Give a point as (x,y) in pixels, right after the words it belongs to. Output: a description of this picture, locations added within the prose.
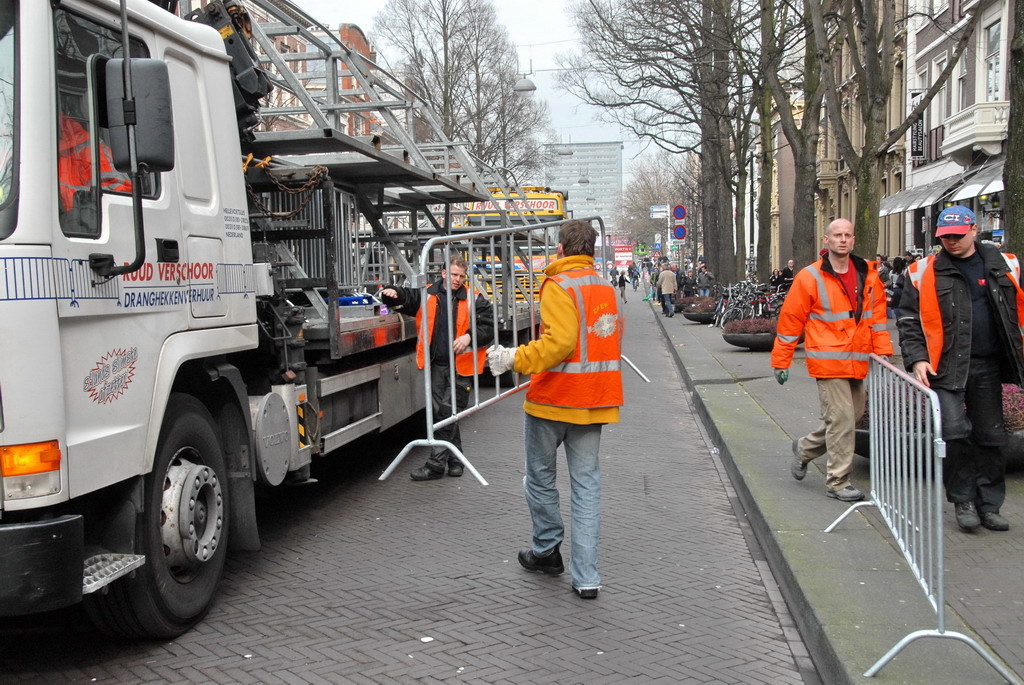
In this picture we can see vehicles (151,593), people (586,559) on the ground (542,576), here we can see buildings (962,6), trees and some objects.
